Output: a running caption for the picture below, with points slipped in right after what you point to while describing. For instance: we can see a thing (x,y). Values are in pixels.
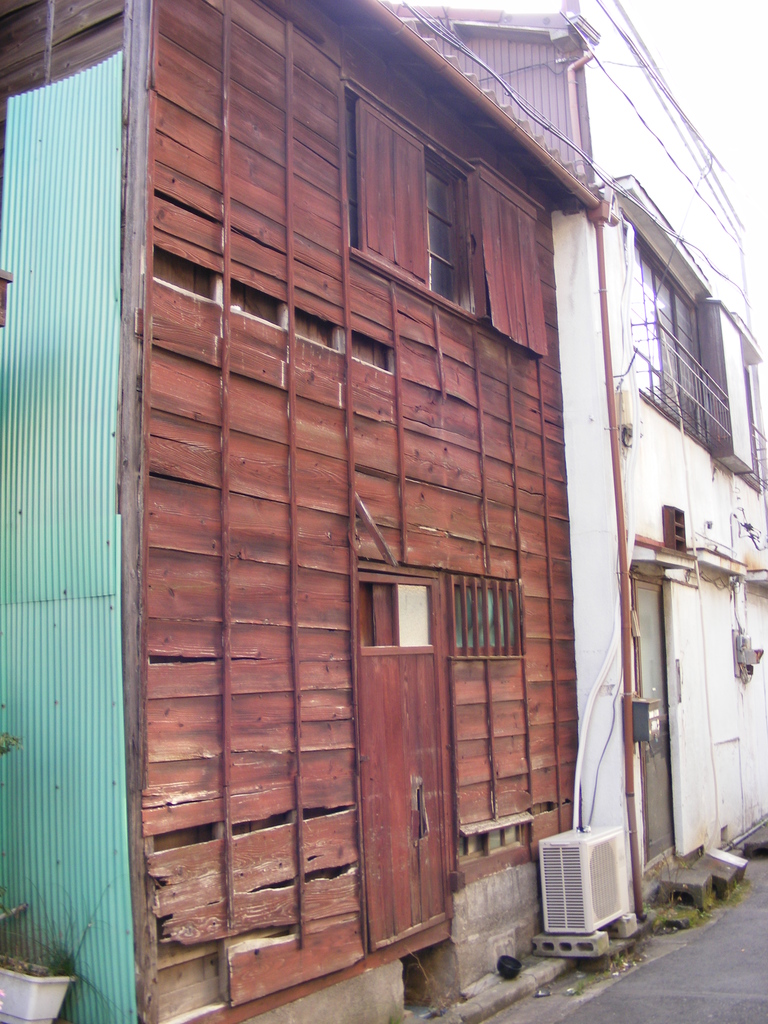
In this picture we can see a houseplant (43,972), roof sheets (65,884), road (765,905) and buildings (680,693) with windows (458,274).
